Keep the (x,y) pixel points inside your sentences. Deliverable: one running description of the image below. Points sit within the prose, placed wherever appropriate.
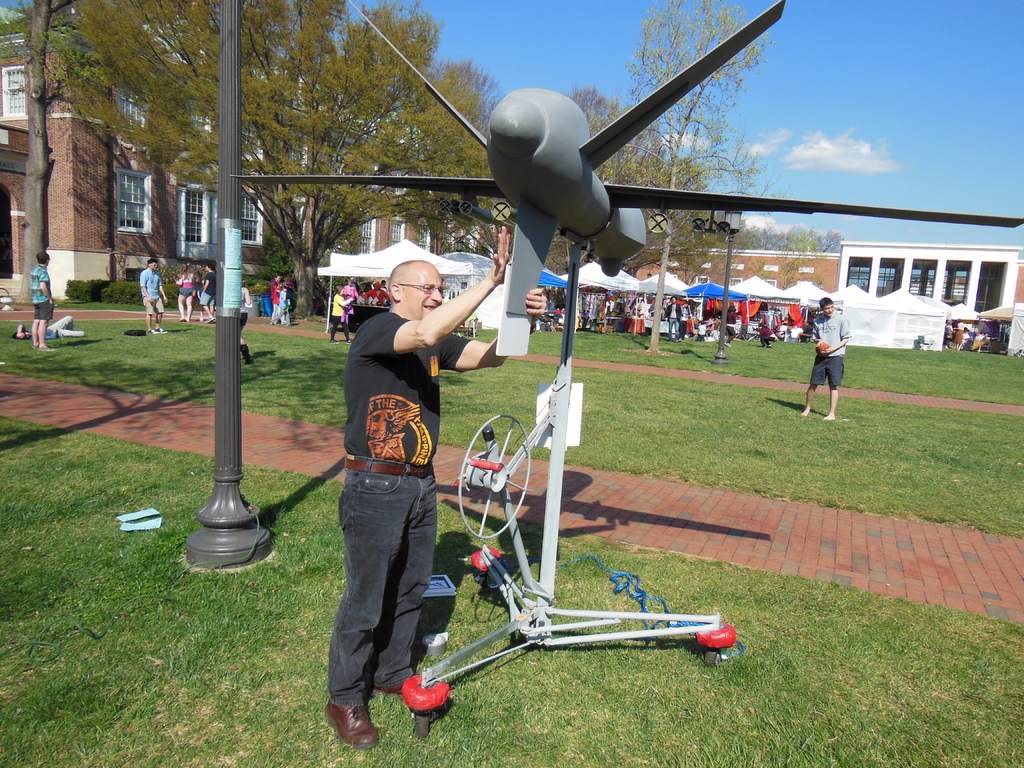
In this image there is a person (438,383) standing and holding an demo airplane (525,277), and there are stalls (543,285), buildings (1001,248), trees (687,236), group of people (772,339), and in the background (876,12) there is sky (961,133).
